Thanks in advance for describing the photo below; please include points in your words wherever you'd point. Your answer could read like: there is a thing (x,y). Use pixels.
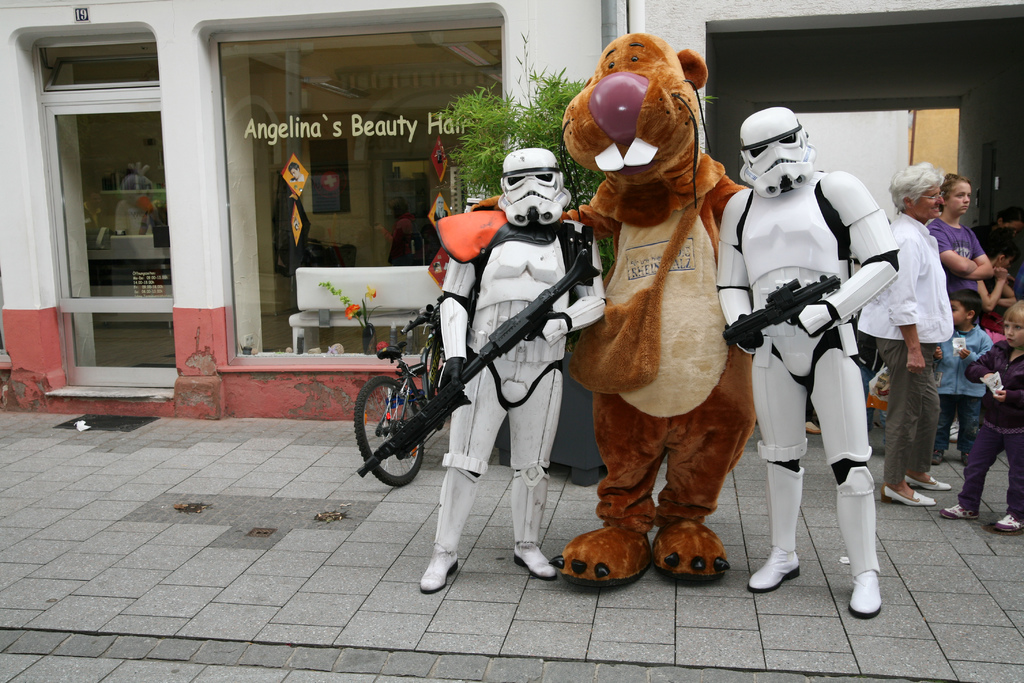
In this image we can see persons (631,334) with costumes (630,347). There are guns (499,342). In the back (915,326) there are few people (959,291). Also there is a building (140,114) with door (134,243) and glass wall (333,168). And there is a plant (504,131). On the glass (317,122) something is written. Through the glass (331,168) we can see some items (359,290).
